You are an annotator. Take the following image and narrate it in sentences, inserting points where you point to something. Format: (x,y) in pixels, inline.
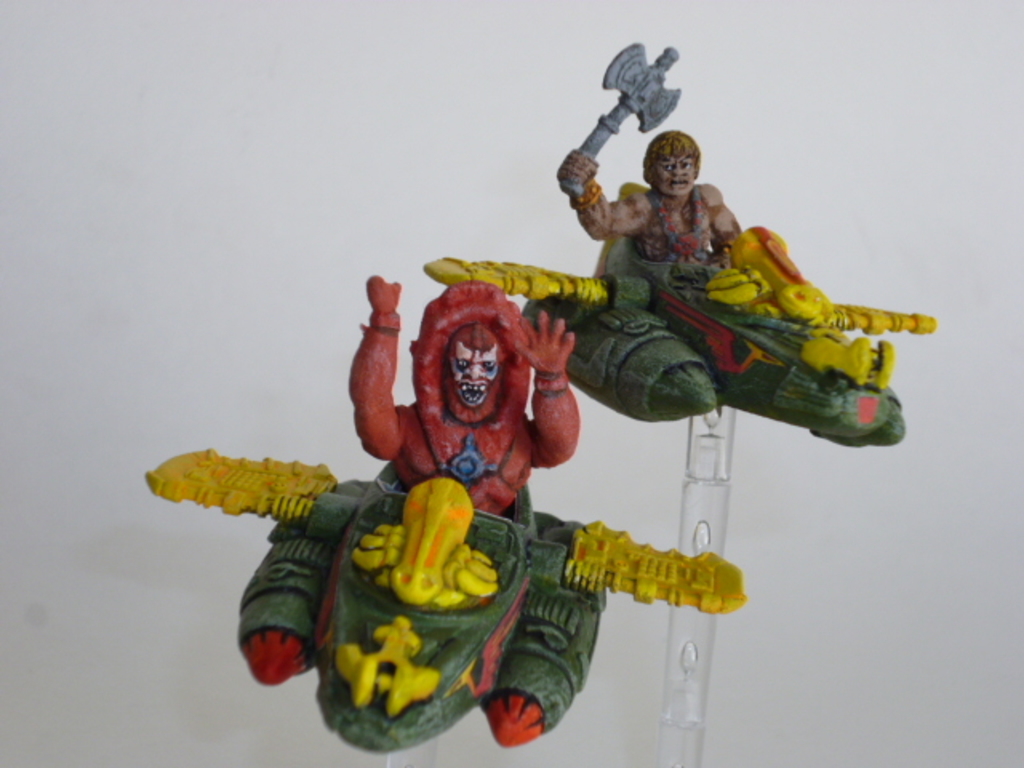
In this picture we can see two toys (463,427) with a man (458,470) sitting in the green color plane (470,591). Behind there is a white background (974,108).
